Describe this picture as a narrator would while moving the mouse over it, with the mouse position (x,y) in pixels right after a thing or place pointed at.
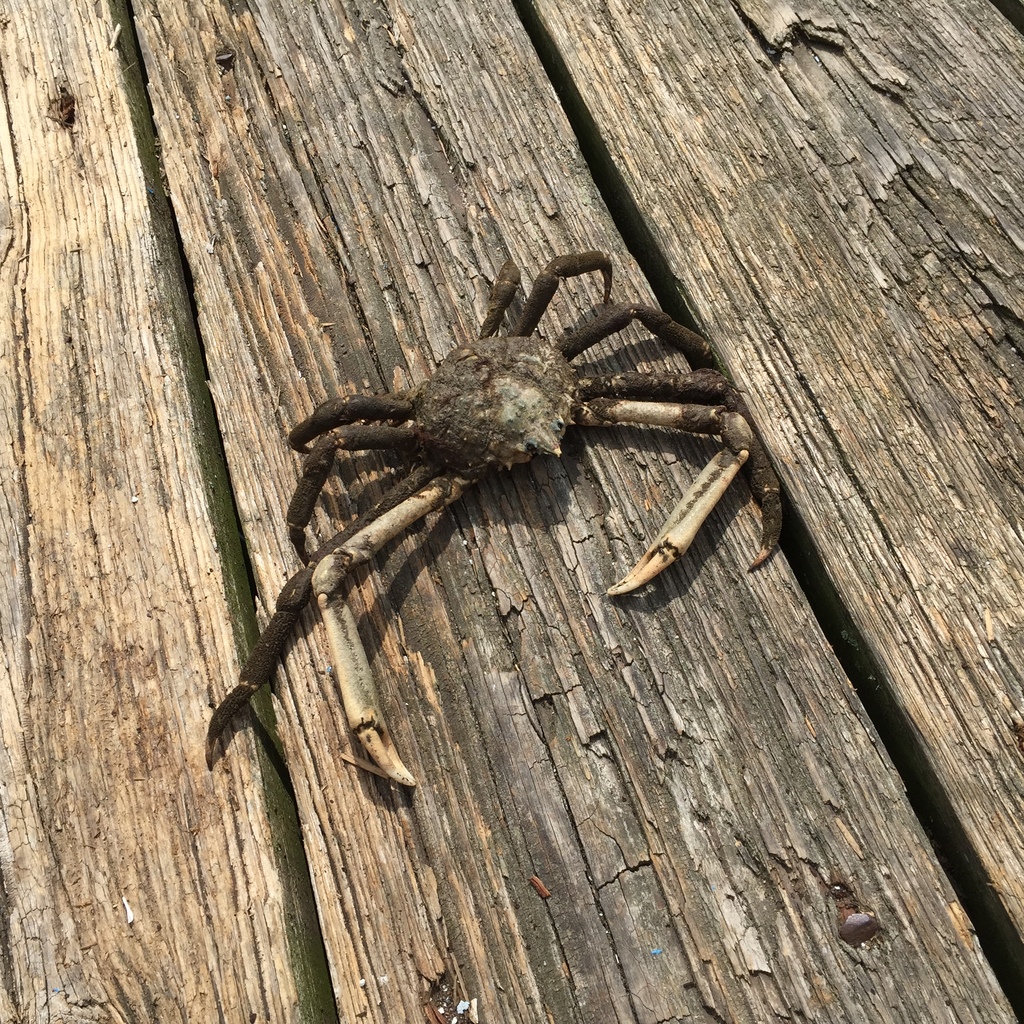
In this picture I can see the crab (365,672) on the wooden surface (396,570).
